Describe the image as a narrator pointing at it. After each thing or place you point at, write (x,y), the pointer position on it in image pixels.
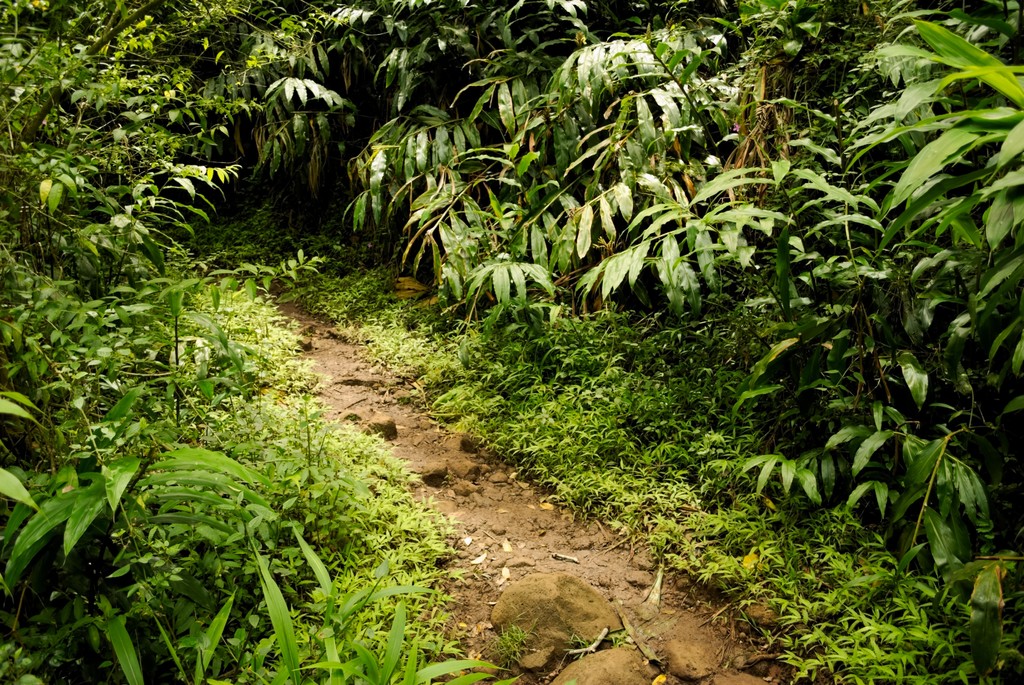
In this picture we can see trees (51,54), plants (580,282) and grass (518,648). At the bottom (531,663) we can see the stones (520,590). On the left (122,376) we can see green leaves (122,402).
